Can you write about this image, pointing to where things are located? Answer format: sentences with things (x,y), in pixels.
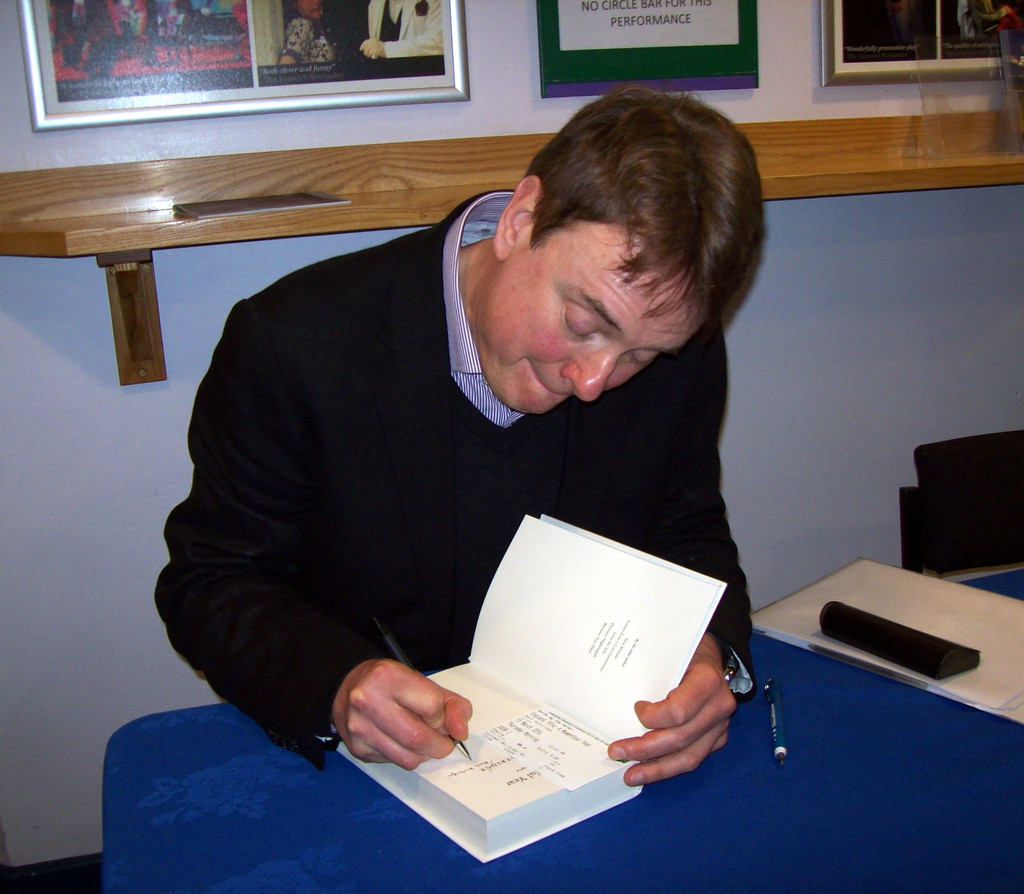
In this image we can see a man (389,536) sitting on the chair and holding pen (467,755) in one hand (393,691) and book (631,698) on the table (888,691) in the other hand (647,756). On the table (851,739) we can see pen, files (985,639) and a box (937,645). In the background (86,97) there are wall hangings (289,100) attached to the wall (251,137).
